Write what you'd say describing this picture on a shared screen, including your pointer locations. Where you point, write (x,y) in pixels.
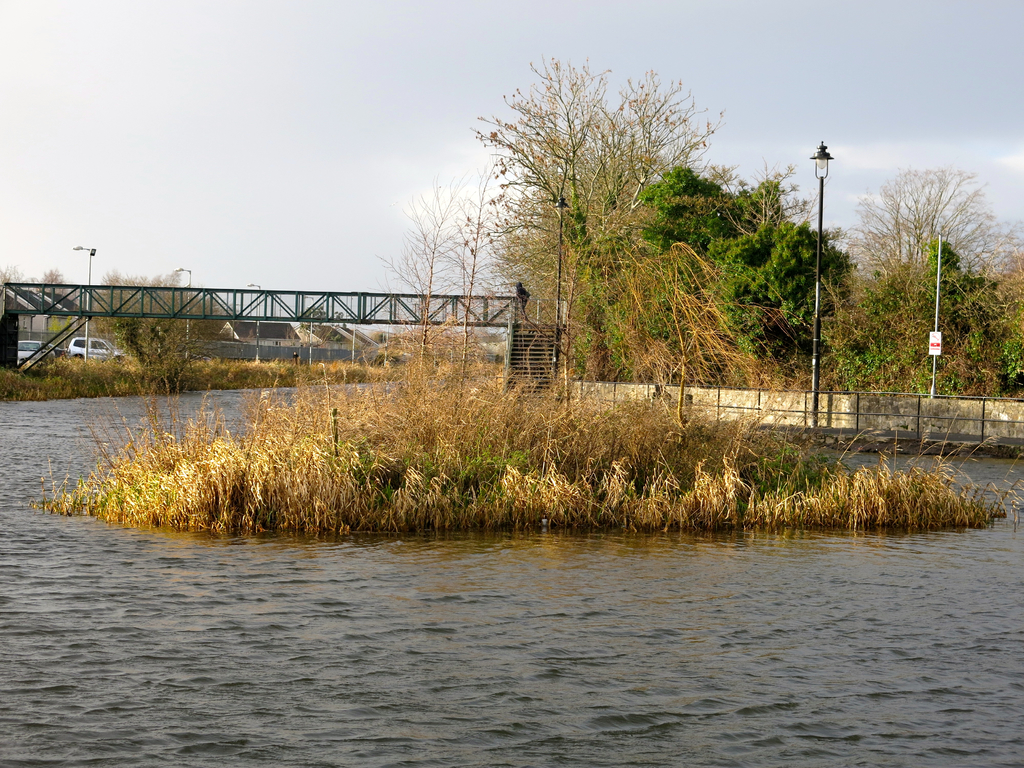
The image is taken at the outdoor. In the center of the image (522,456) there is a grass (468,505). At the bottom (498,620) there is a river (271,572). In the background (710,302) there are trees (829,339), poles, bridge (163,317), cars (78,358) and sky (326,75).
